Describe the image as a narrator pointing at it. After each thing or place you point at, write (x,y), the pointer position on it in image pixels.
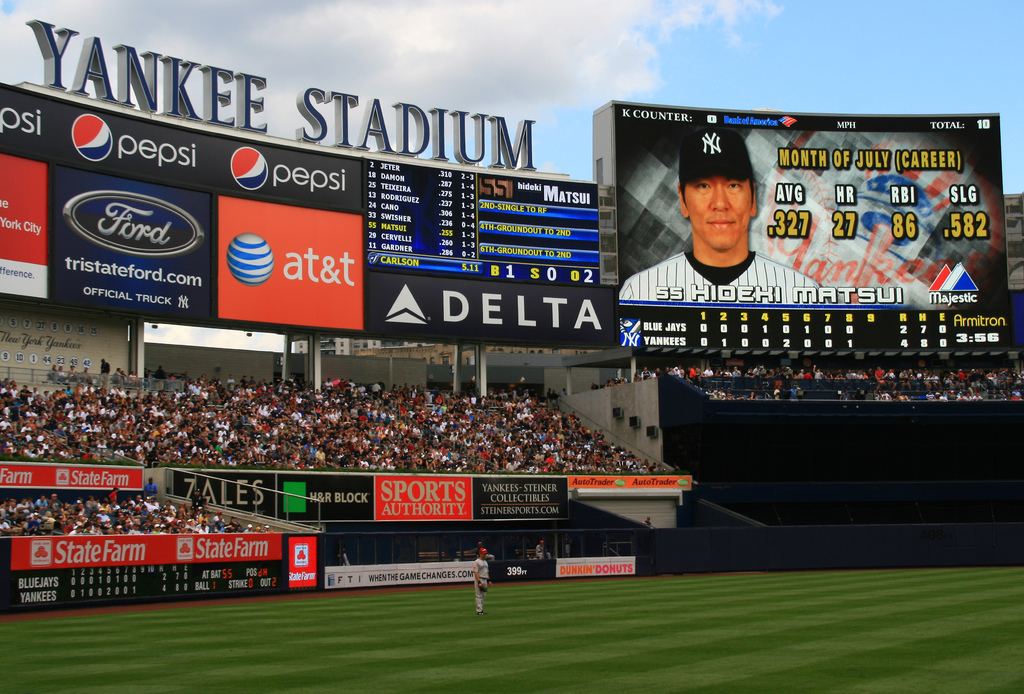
In the picture we can see a stadium (143,619) with a grass surface (509,679) and a person (477,600) standing on it and behind him we can see some advertisement boards (369,493) and audience (602,447) sitting in the chairs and to the top of the stadium (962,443) we can see a name Yankee stadium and beside we can see a screen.
